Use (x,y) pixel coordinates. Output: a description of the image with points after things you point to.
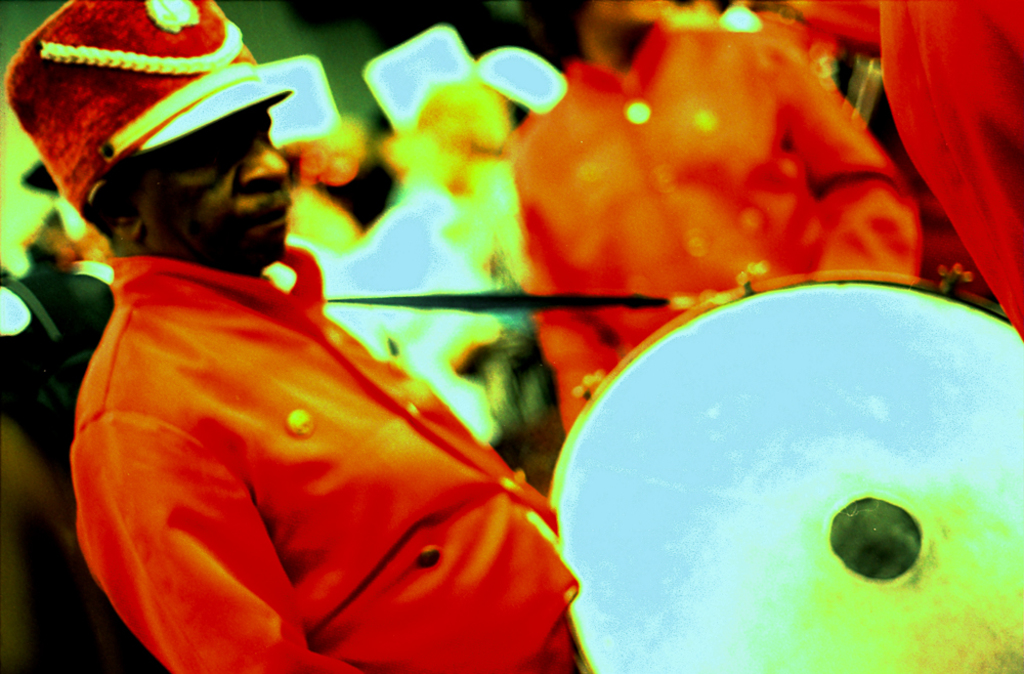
In this image, on the left side (182,473), we can see a man (366,434) wearing an orange color shirt (325,402) and wearing a musical instrument (591,477). In the background (850,157), we can see a group of people (621,175) and lights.
